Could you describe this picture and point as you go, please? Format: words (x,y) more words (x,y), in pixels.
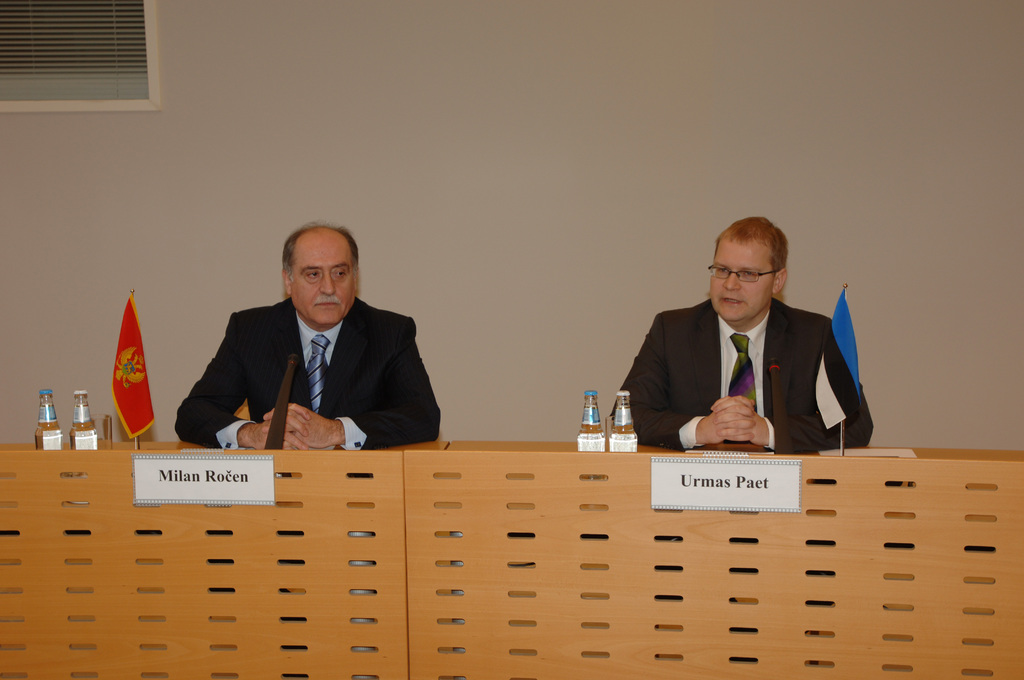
In this image, we can see two men (209,415) in suits (364,372) are sitting. At the bottom (513,462), we can see wooden object (661,595), name boards (785,478) and few bottles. Here we can see flags (140,401). Background (899,334) there is a wall (636,217) and it seems like a window grill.
